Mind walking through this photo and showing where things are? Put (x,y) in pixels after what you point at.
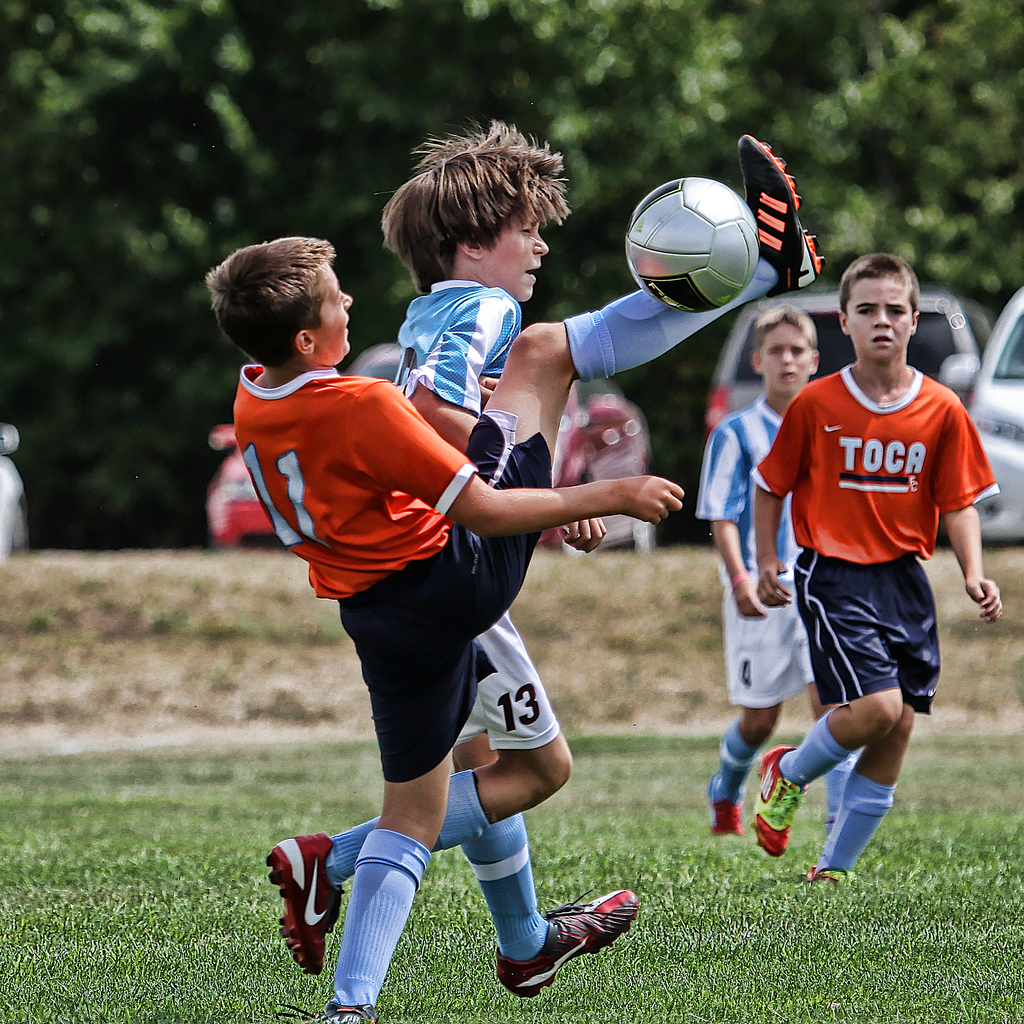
In this picture we can see a group of boys (445,282) playing foot ball and the back ground (110,184) we have a number of trees (669,103) and vehicles (985,534) parked.
